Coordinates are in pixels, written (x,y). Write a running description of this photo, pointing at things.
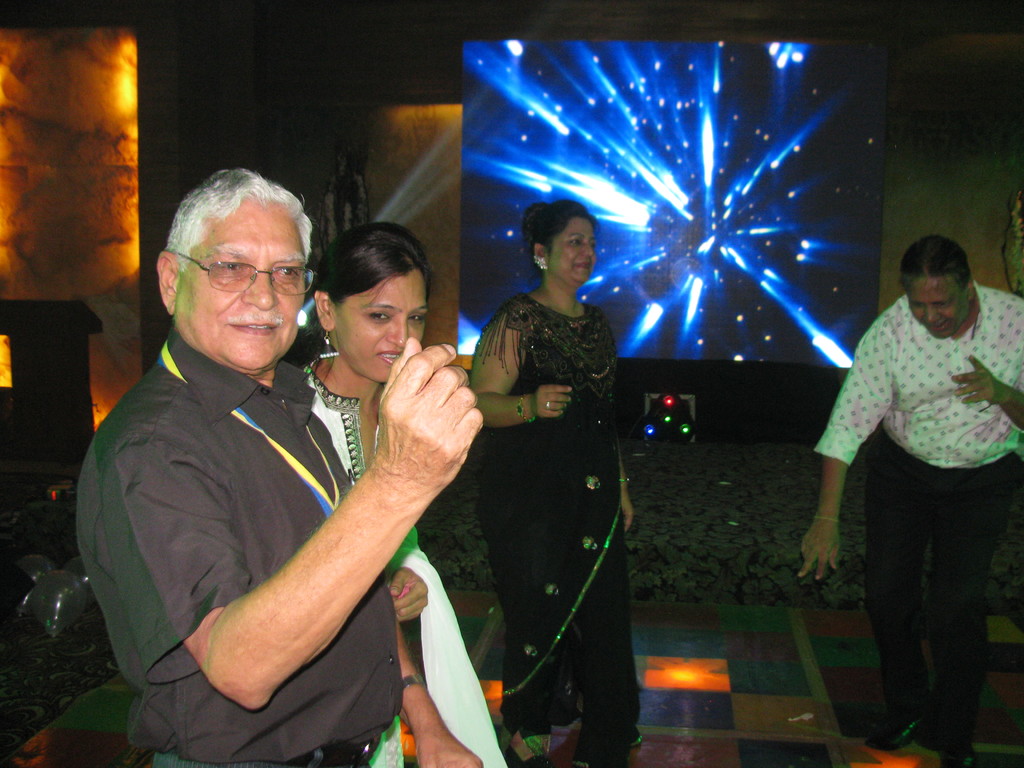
This is an image clicked in the dark. On the left side (259,494) there is a man (271,570) and two women (352,381) are standing facing towards the right side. On the right side (1018,433) there is a man (915,531) dancing on the floor (749,651) and these people (186,362) are smiling. In the background (644,130) there is a screen (616,142) attached to the wall (423,162). On the left side (42,450) there are few objects (42,453) in the dark.
